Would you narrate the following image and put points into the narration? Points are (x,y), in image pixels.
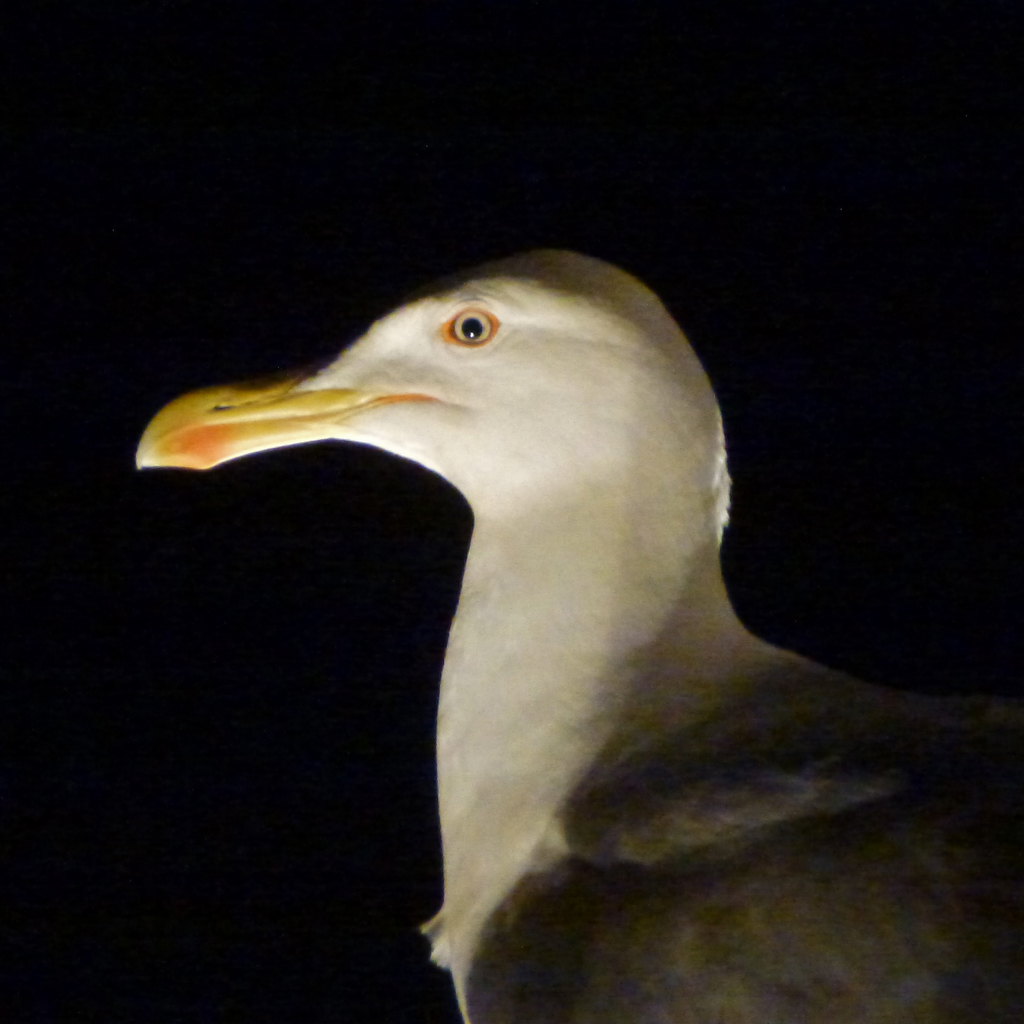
In this picture we can see a bird (568,570) and dark background (811,366).
